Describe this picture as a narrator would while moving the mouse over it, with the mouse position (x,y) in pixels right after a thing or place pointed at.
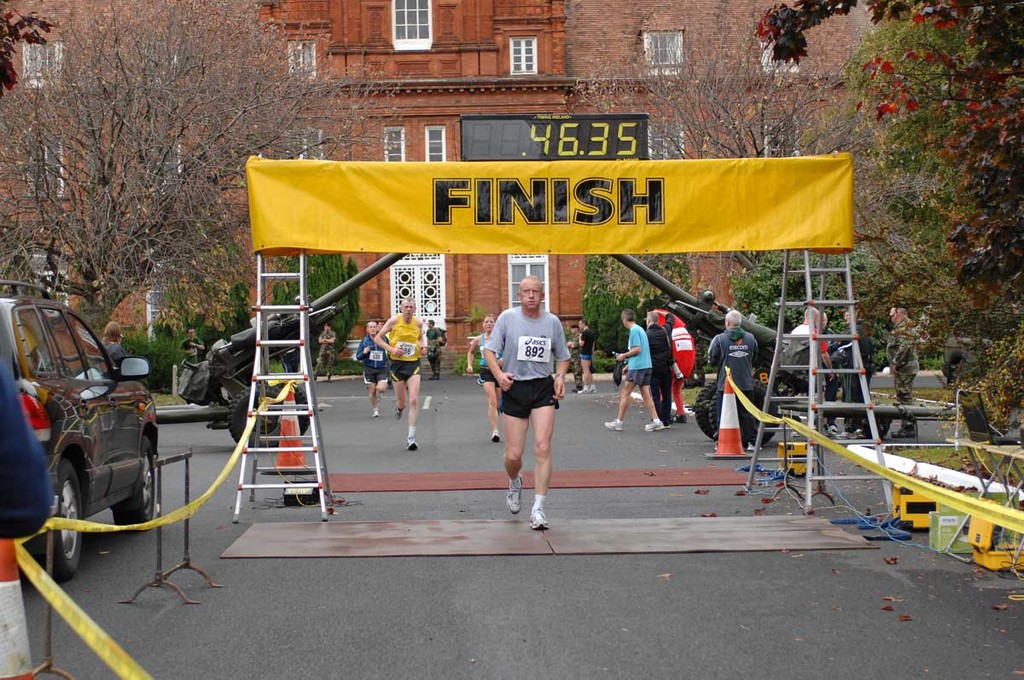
In this image we can see some people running on the road (471,570), on the left side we can see a car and on the back (4,223) we can see some trees (739,73) and in the background (493,0) we can see a building (663,30).
